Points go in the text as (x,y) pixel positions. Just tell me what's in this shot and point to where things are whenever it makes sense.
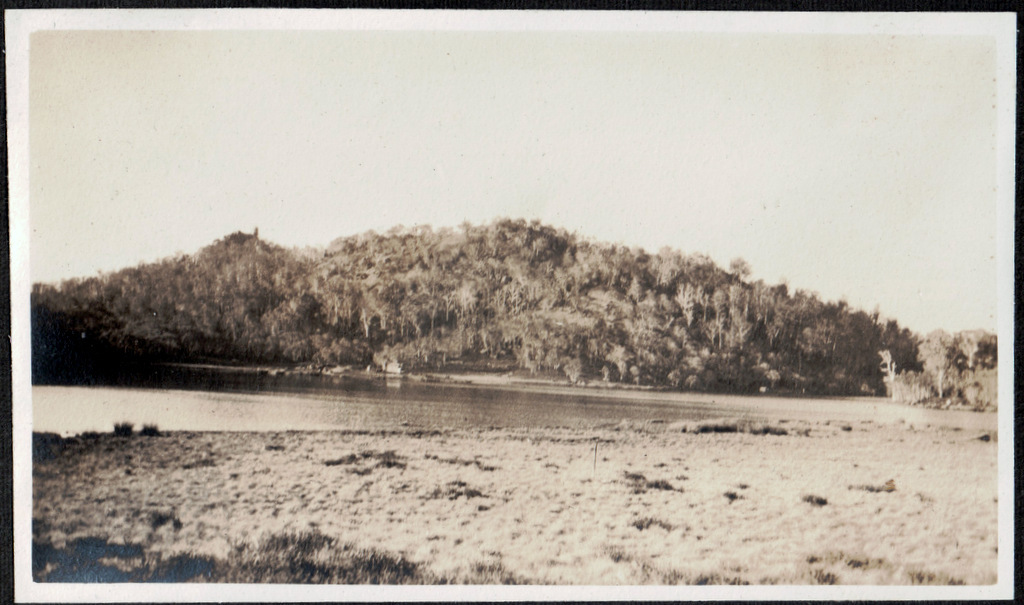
Here we can see grass (656,453) and water (421,388). Background (648,294) we can see trees (573,266) and sky (551,160).
